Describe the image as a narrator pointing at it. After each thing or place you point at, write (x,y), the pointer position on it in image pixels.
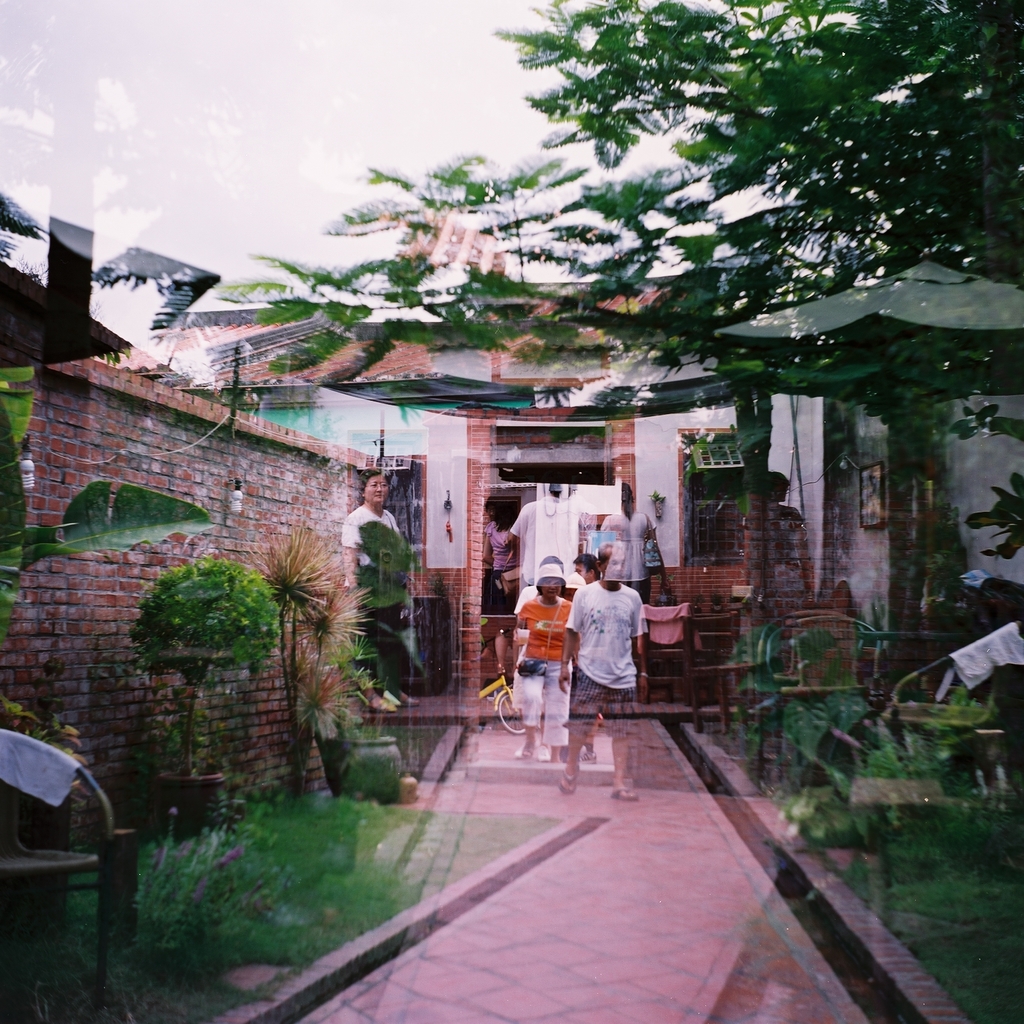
This is an edited picture. In the middle of the image (524,580) there are group of people (521,623) and there is a building (989,483) and there are trees (1003,530) and plants (179,881). On the right side of the image (696,710) there is a table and there are chairs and there is a frame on the wall (794,532). On the left side of the image (180,454) there is a wall (70,454). At the top (303,16) there is sky (409,119). At the bottom (575,901) there is a pavement (625,826) and there is grass (165,974).
